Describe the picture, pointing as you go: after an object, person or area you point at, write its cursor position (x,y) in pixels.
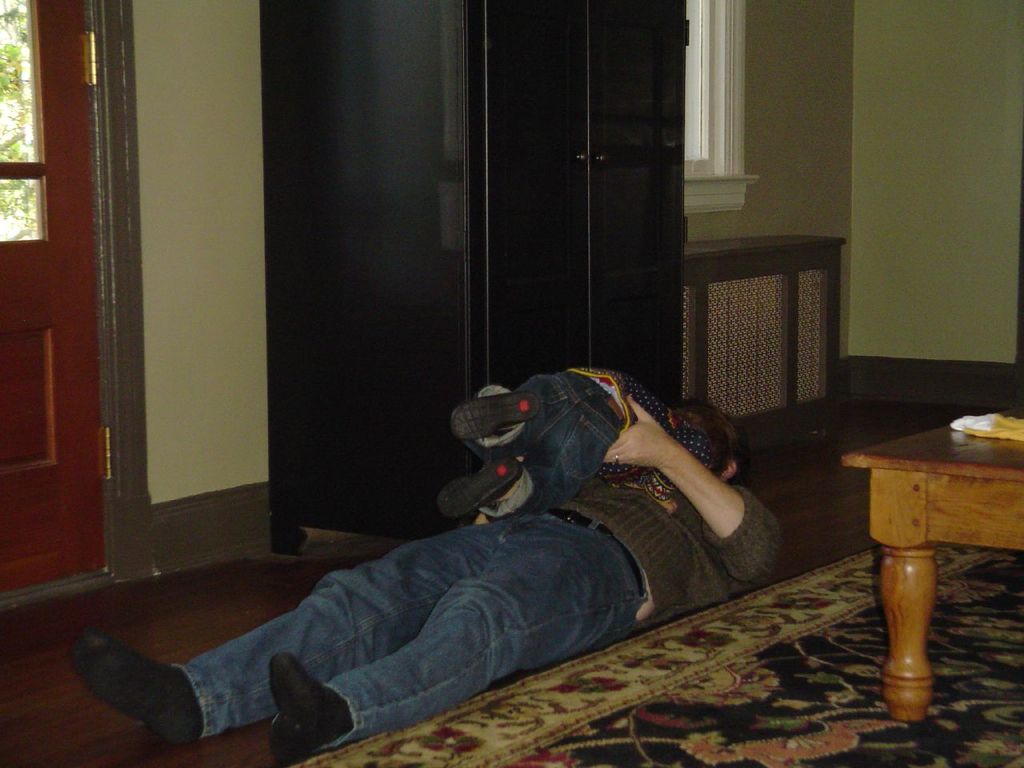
This is the picture of a man (676,544) and baby (538,417) playing in the floor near the carpet (840,692) and in background (605,365) we have cupboard (315,248), door (0,336), window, and in front a table (944,513).
